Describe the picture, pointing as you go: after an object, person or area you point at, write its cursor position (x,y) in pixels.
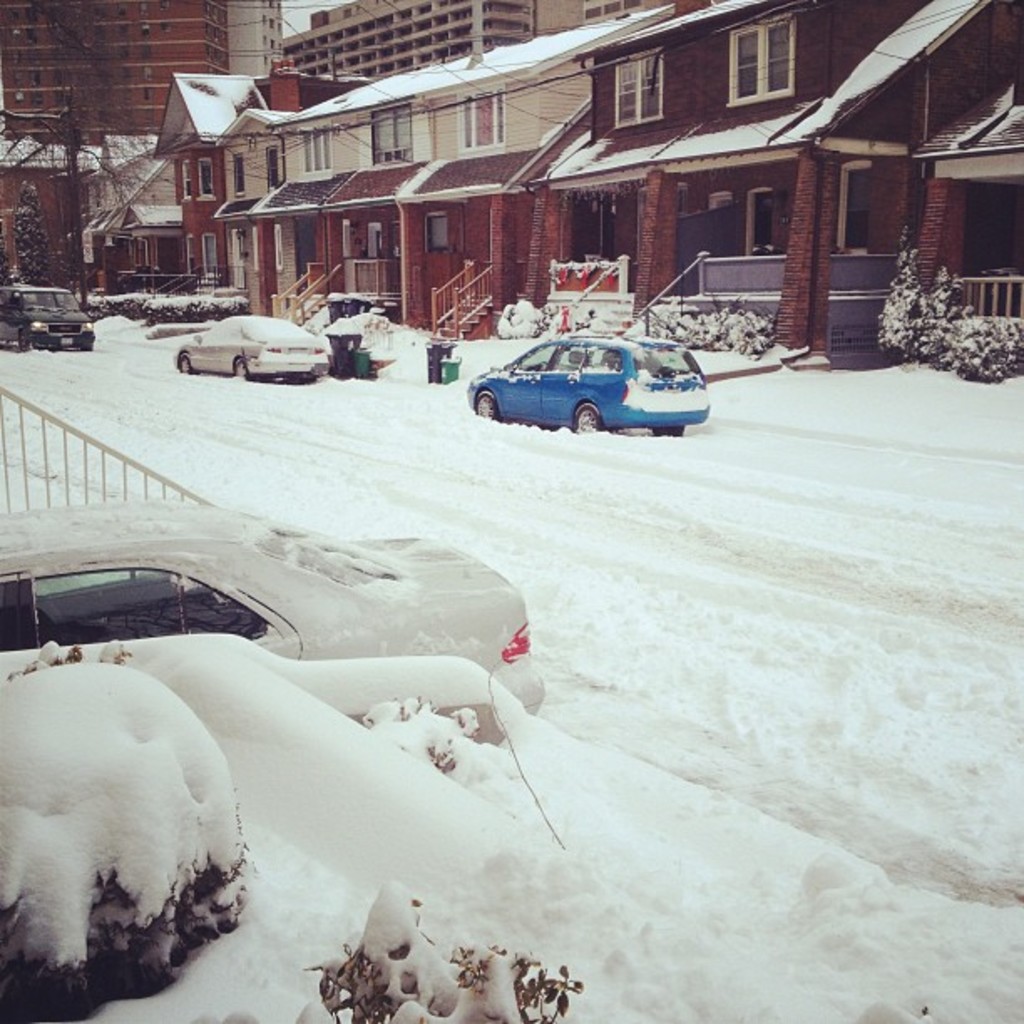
In the front of the image (681,859) I can see vehicles (268,553), plants (368,994), snow (462,793) and railing (101,450). In the background of the image (256,304) there are houses (230,158), plants (244,299), railings (853,284), tree (50,260), bins (346,346) and objects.
